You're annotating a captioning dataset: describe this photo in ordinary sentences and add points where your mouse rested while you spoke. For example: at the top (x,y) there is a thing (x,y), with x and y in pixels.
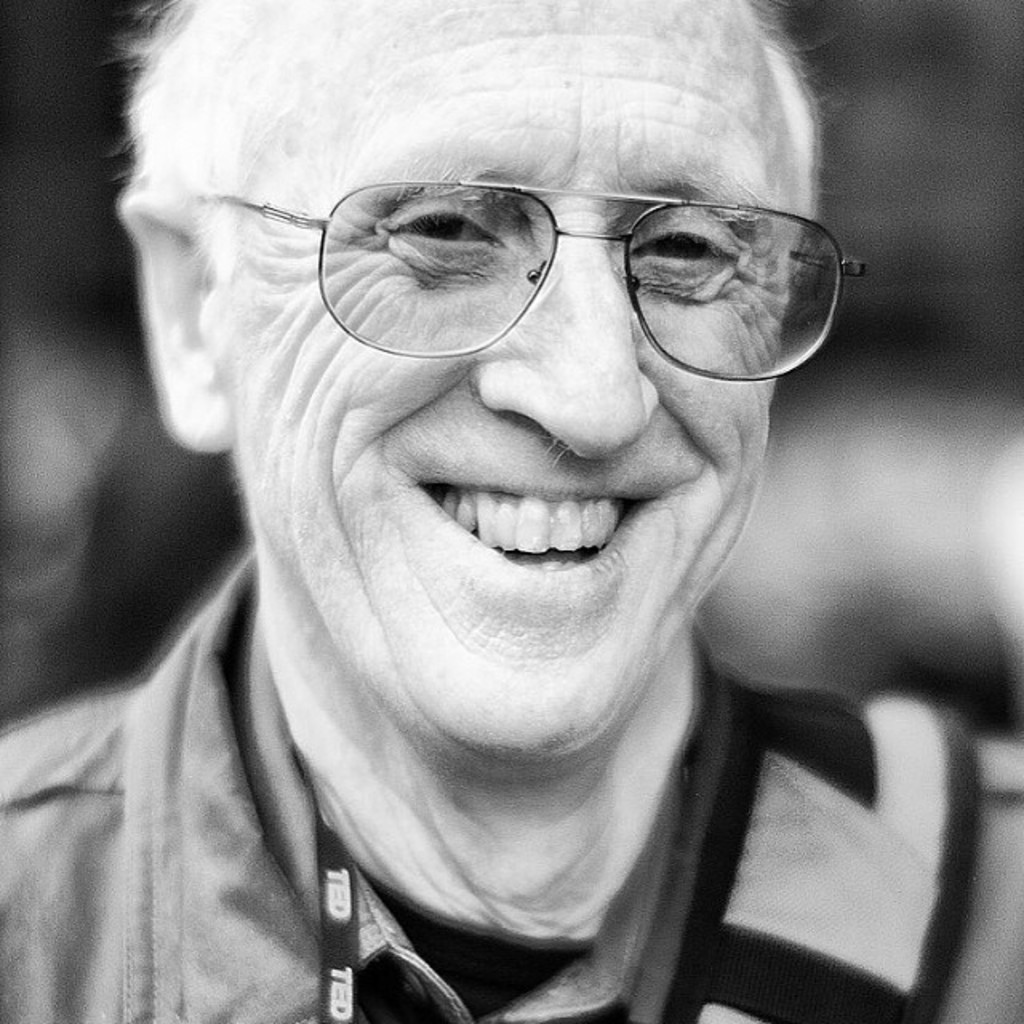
In this image I can see an old man (596,601) smiling, wearing an id card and spectacles (449,347). The background (36,298) is blurred and this is a black and white image.
